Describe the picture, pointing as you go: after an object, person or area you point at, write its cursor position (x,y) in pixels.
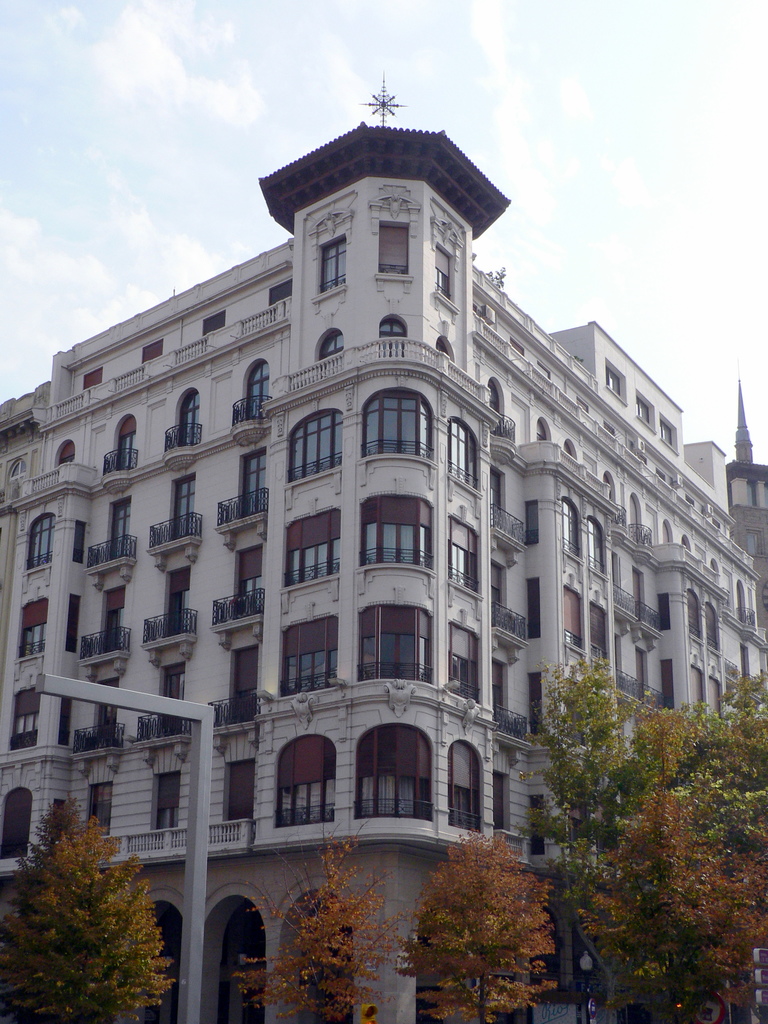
In this image I can see a building (312,577), windows (260,578), railing (226,612) and few green and brown color trees (746,734). The sky (343,101) is in blue and white color.
